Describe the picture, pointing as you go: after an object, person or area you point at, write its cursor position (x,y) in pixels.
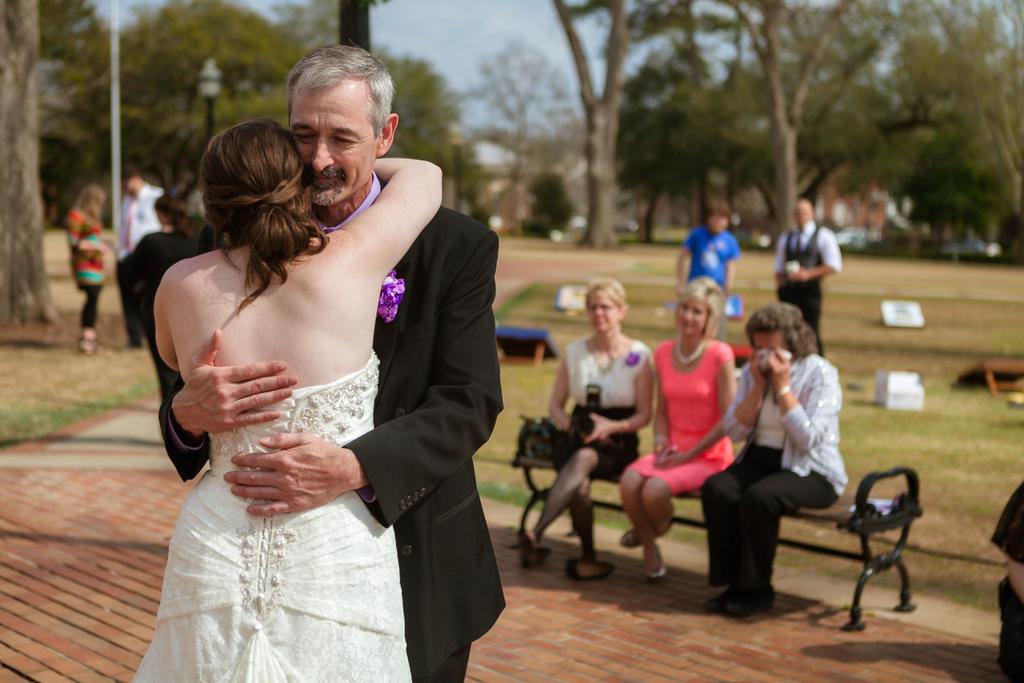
In this image we can see a woman (340,390) hugging the man (414,279) and standing. In the background (570,349) we can see three women (603,425) sitting on the bench (855,509). We can also see the people (101,209) standing. Image also consists of trees (571,26), light pole (210,124), grass (923,277) and some objects (911,385). We can also see the sky (456,22) and at the bottom (627,624) we can see the path (891,644).
